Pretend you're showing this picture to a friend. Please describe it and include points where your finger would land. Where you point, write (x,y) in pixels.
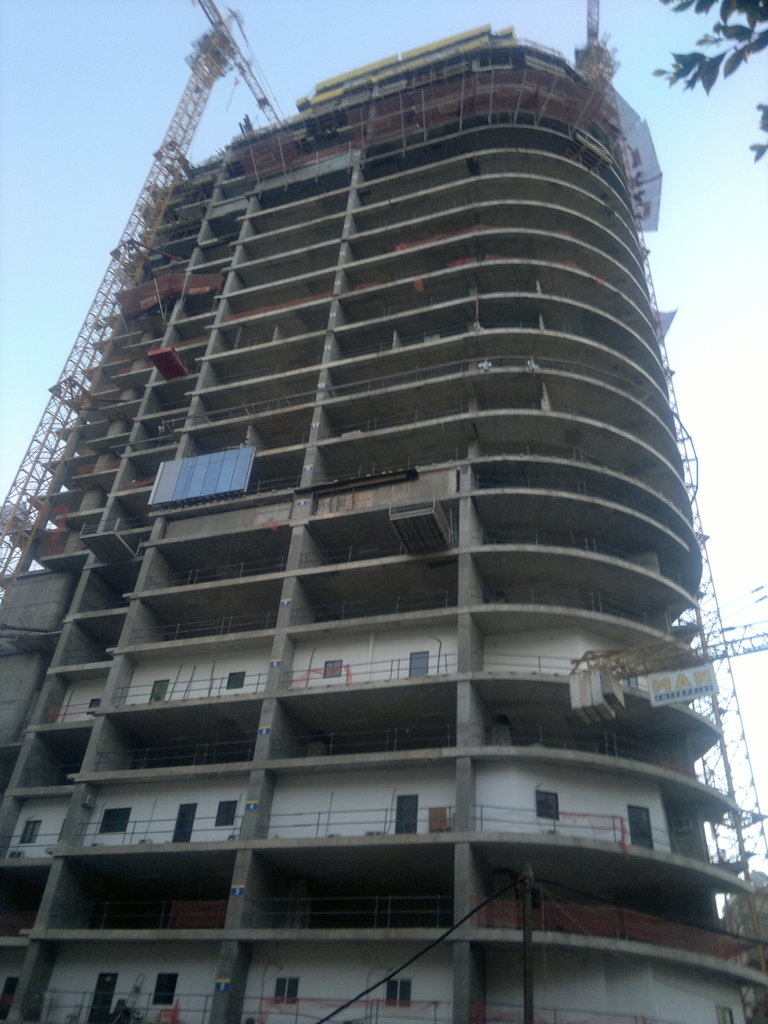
In this image we can see a building (387,804) which is under construction and there are two crane machines (8,565) and we can see some leaves (707,67) and at the top (704,228) we can see the sky (43,125).
